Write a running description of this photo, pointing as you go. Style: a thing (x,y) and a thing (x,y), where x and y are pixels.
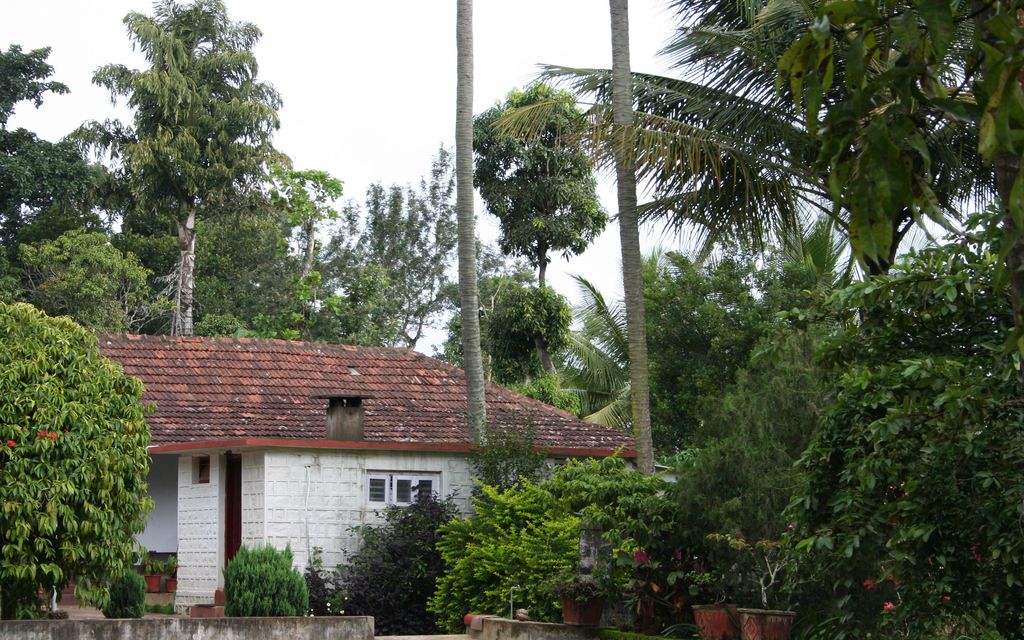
In this picture I can observe house (335,360) in the middle of the picture (413,423). In front of the house (360,516) I can observe plants (445,525). In the background (380,323) there are trees (371,242) and sky (372,109).
